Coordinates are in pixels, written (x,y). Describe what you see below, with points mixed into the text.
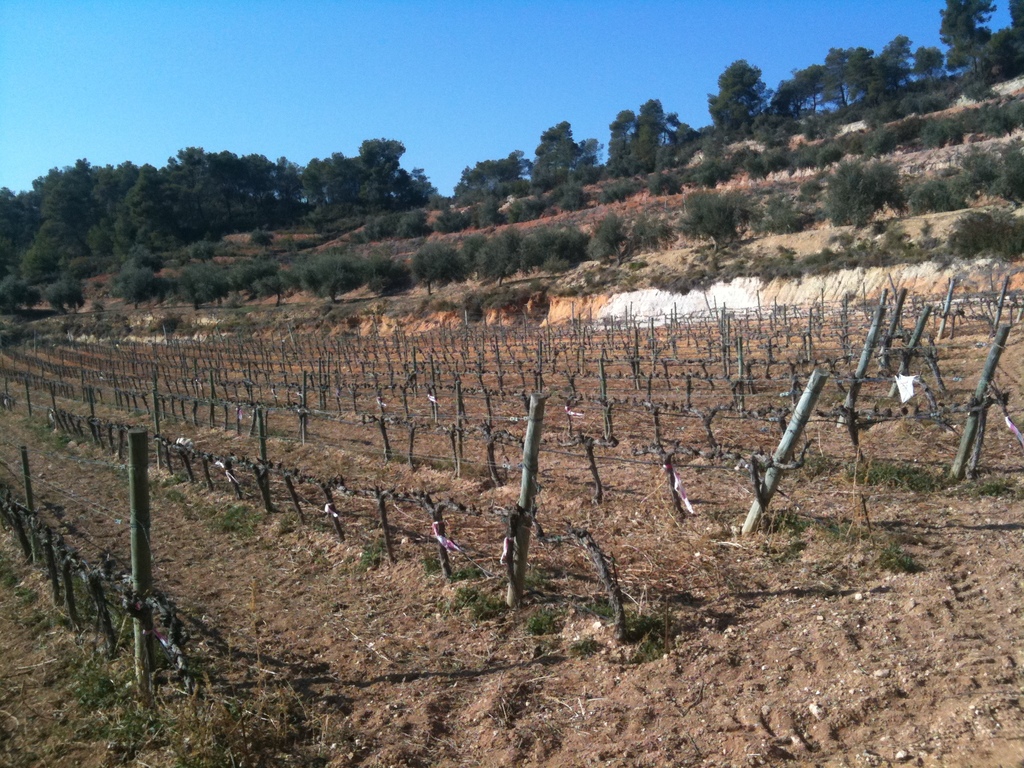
In this image I can see the fencing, background (219,215) I can see trees (578,254) in green color and the sky (770,80) is in blue color.
